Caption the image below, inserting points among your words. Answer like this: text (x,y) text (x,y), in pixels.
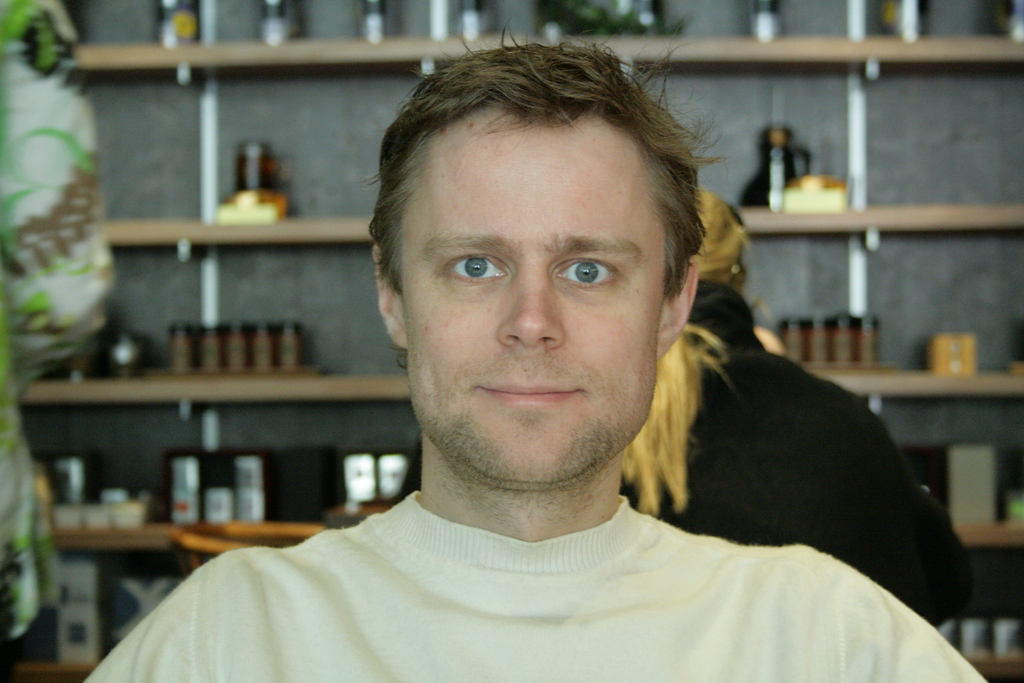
Here I can see a man (450,591) wearing a t-shirt (767,564) and looking at the picture. In the background (265,403), I can see some people (800,461) and also there is a rack (89,543) in which few boxes (208,454) and bottles (257,157) are arranged.
